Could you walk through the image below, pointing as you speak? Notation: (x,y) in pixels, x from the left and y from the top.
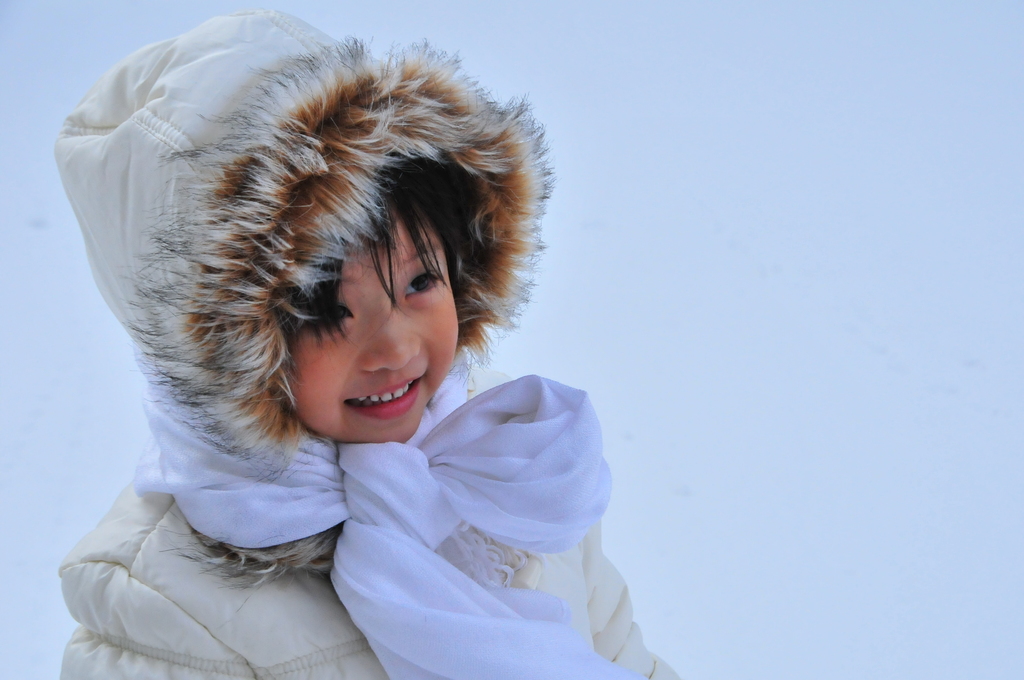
In this image I can see a kid (536,467) is wearing a jacket (525,571) and scarf (506,536) is having a smile (406,384) on face (391,369). In the background (724,623) I can see ice (660,120). This image is taken may be in the ice mountains (860,356).
